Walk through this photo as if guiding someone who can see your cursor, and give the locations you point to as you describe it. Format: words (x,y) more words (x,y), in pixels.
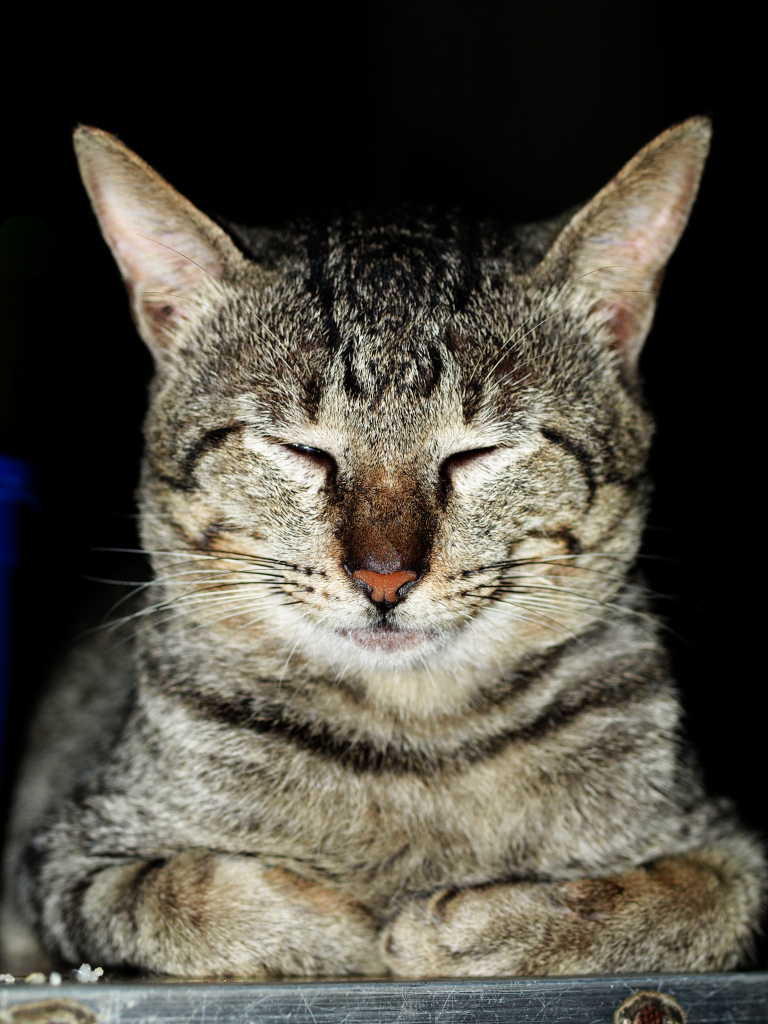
In this image there is a cat (366,485).
